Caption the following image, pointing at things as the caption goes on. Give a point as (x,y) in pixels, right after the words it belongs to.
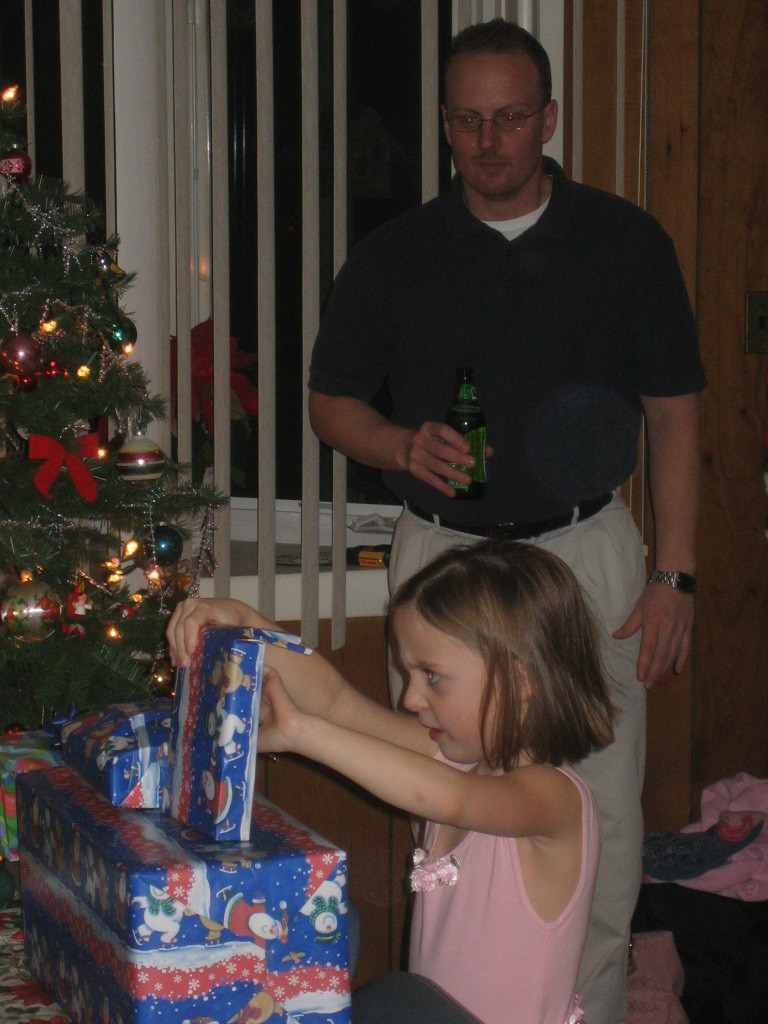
In this image, there are two persons (497,71). One is standing and holding a bottle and another kid (537,807) is sitting and holding a gift boxes (244,843). In the left side of the image (156,533), there is a Christmas tree (145,547). In the background (145,300), there is a window (286,172) of white and brown in color. A wall (753,601) is of brown in color. This image is taken inside a house (703,686).
